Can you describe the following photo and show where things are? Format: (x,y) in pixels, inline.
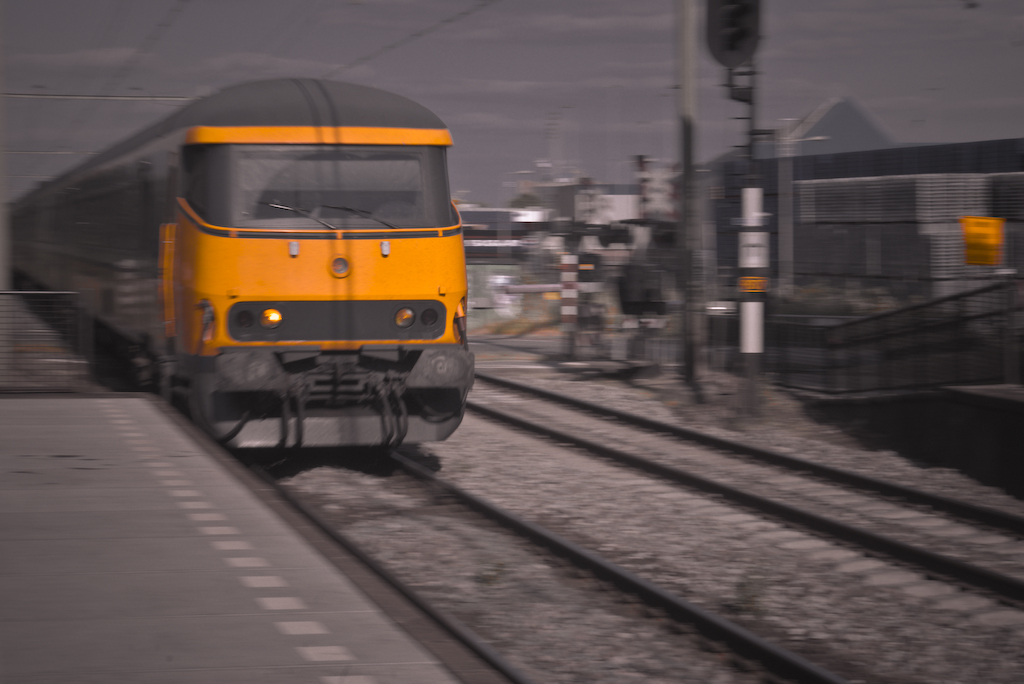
In the center of the image (425,330) we can see a train (336,355) on the track (506,557). In the background (782,73) there are poles (743,345), fence (832,362) and sky (552,108). There are wires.
